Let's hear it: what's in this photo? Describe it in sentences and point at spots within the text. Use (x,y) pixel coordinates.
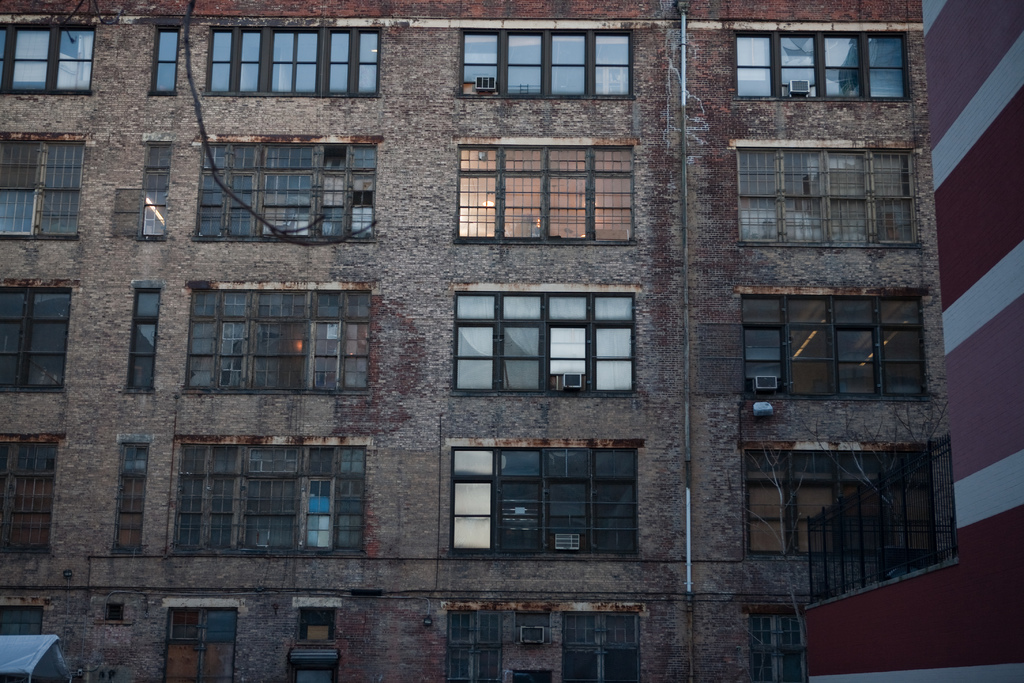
This is the picture of a building (285,405) to which there are some glass windows (300,327) and some other things.
